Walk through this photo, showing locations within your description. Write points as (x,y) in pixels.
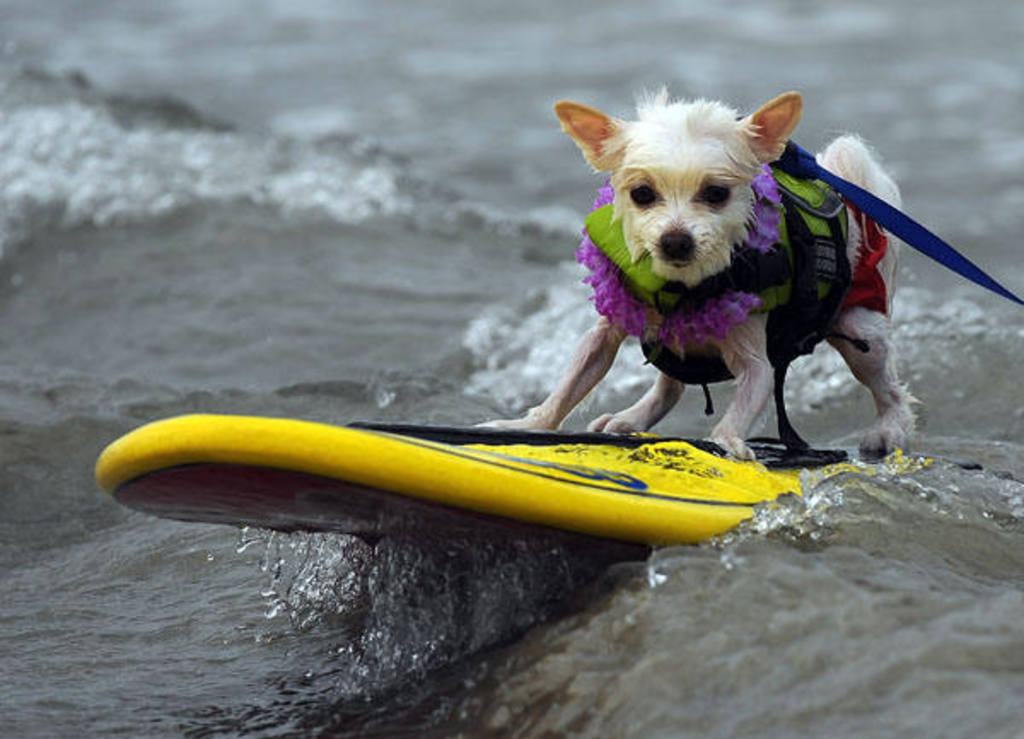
In this image we can see a dog (682,213) with a belt (731,283) on a board (560,507) placed in water (471,648).
